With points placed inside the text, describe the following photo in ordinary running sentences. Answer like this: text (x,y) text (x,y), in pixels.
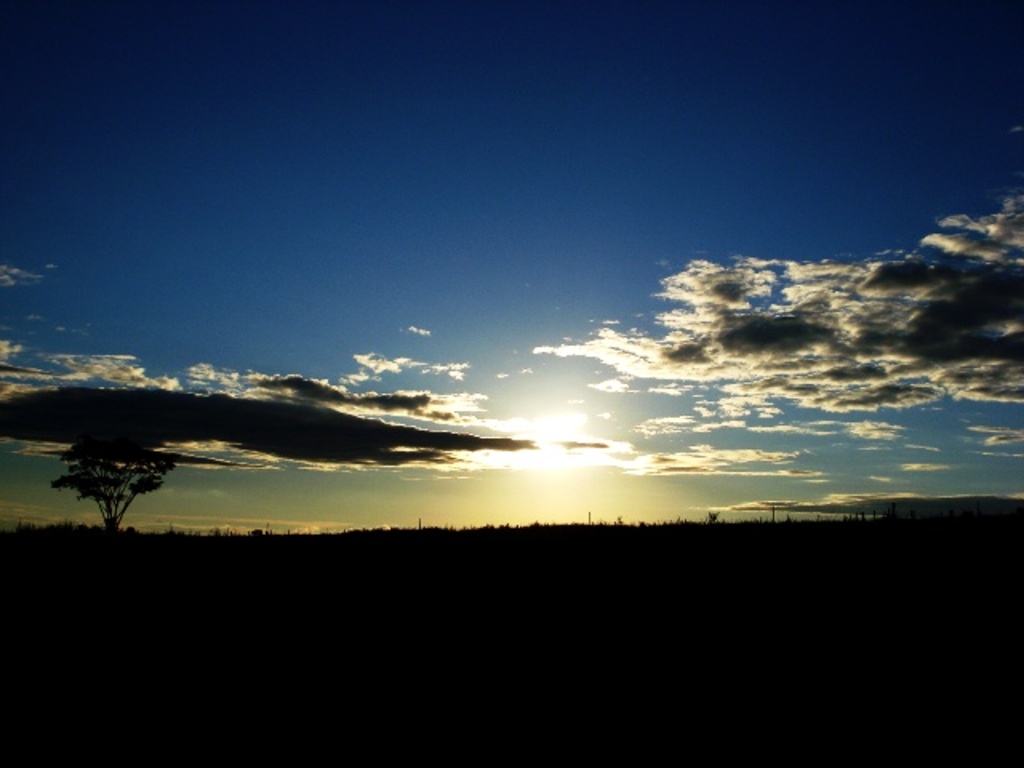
In this picture, it seems to be there is greenery (528,594) at the bottom side (547,579) and there is sky (489,296) in the center of the image (475,429).
